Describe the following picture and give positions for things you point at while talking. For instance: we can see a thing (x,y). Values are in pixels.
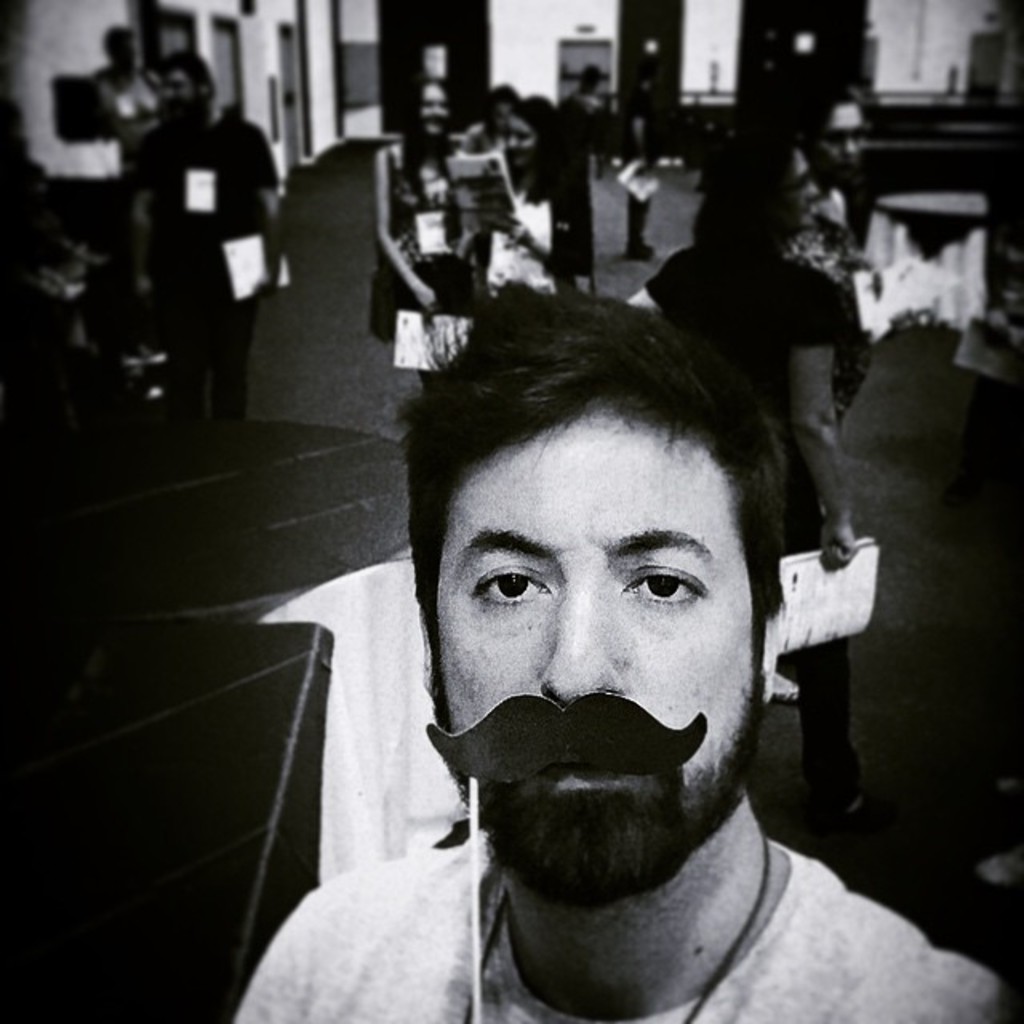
This image is a black and white image. This image is taken indoors. In the background (485,55) there are a few walls (259,53) with doors (301,86). At the bottom of the image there is a floor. In the middle of the image (485,638) a man (523,809) is standing and he is holding a mask (558,754). A few people (202,76) are standing on the floor (890,417) and they are holding books (832,605) in their hands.
